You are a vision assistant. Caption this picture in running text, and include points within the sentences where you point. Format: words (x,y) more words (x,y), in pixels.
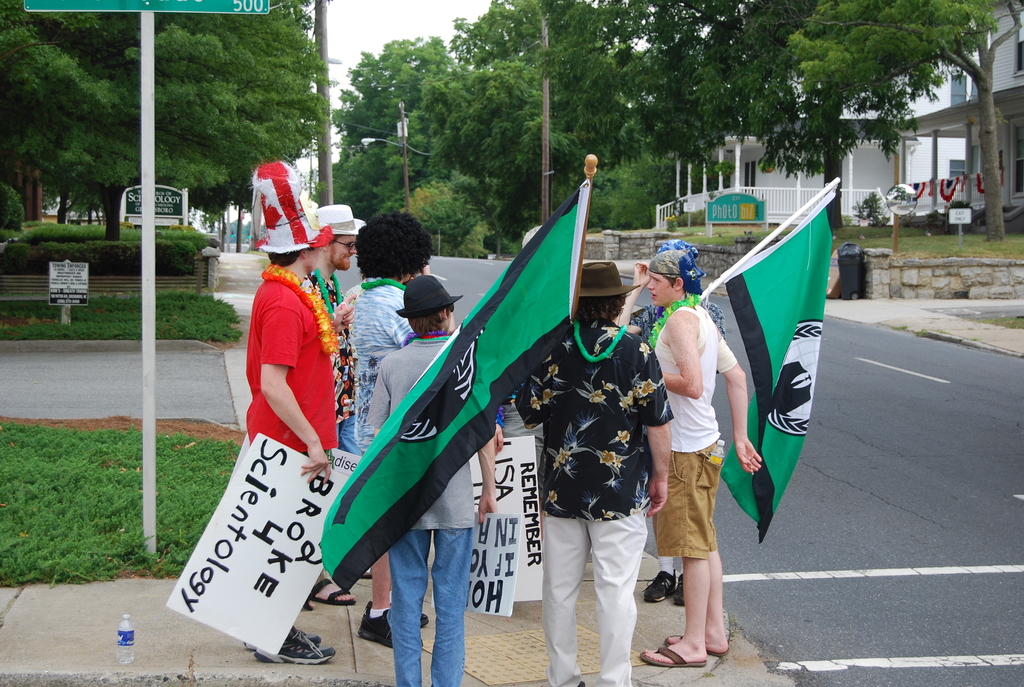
In the foreground of this picture (575,277), there are persons (595,286) standing and holding banners (315,515), flags (409,409) in their hand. In the background (100,367), we can see poles (147,163), trees (117,102), boards (183,196), building (848,173), road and the sky (360,2).
